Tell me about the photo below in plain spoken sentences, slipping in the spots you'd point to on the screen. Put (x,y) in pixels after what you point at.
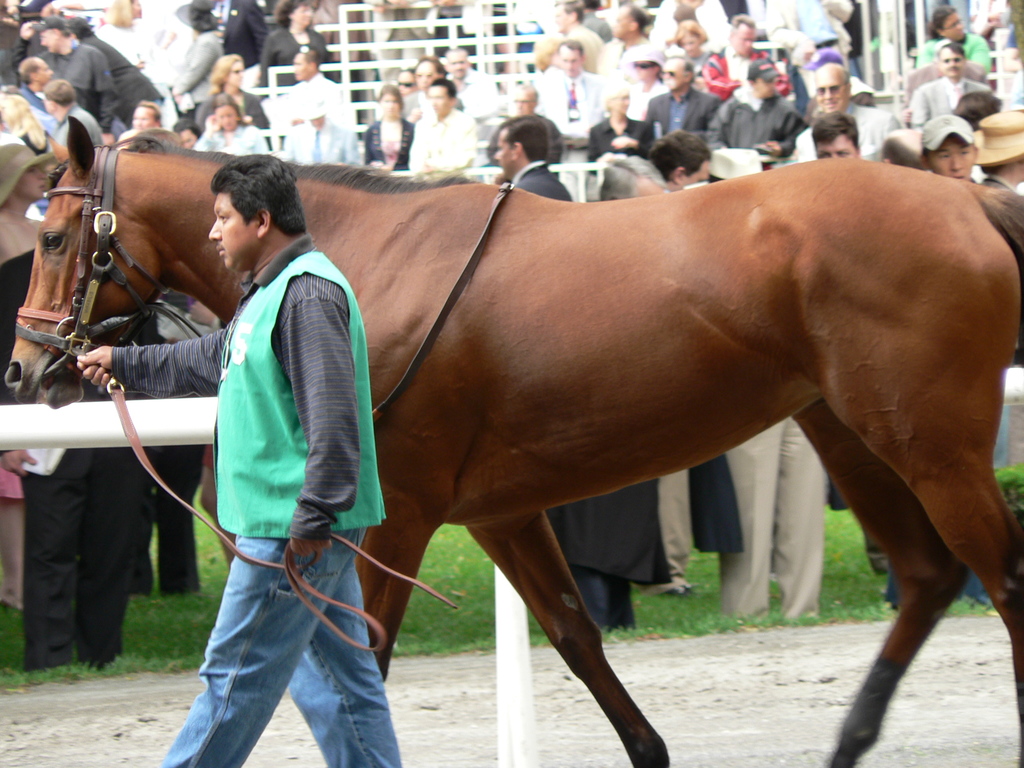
In this picture we can see man (333,341) wore jacket (292,432) holding horse (51,260) with rope (138,444) and in background (43,77) we can see crowd of people (519,101) and fence (459,40) here we can see grass (488,596), land (804,637).
